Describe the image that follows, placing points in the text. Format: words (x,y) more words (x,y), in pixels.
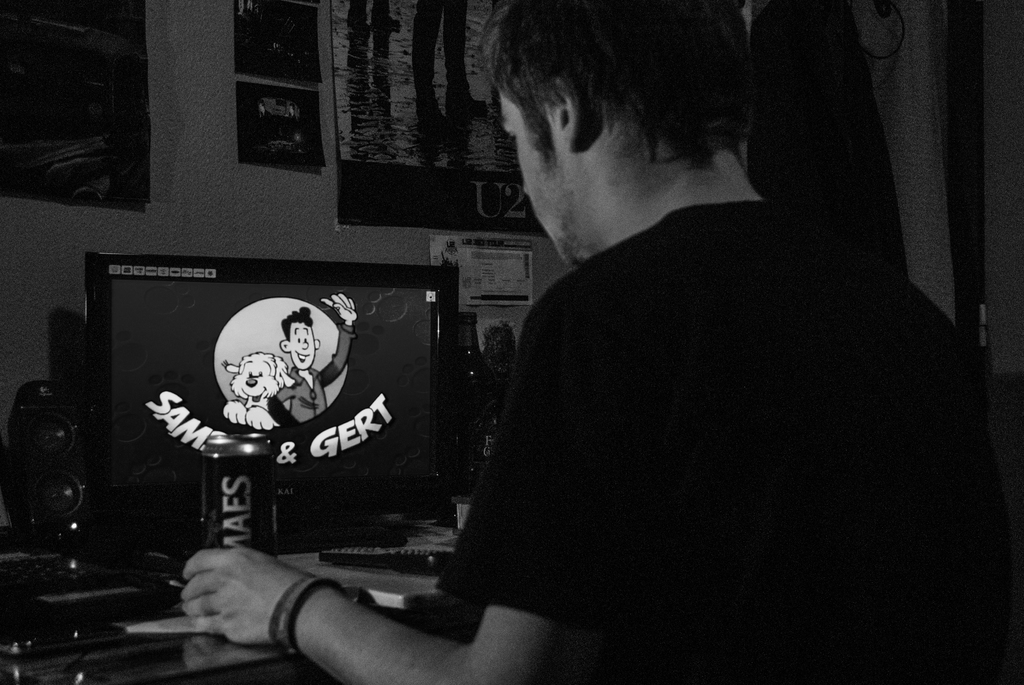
In this image I can see a man (458,567) in the front (588,282) and on the left side (180,473) I can see a monitor (179,357), a speaker (69,400), a keyboard (368,548) and few other things (387,596). I can also see he is holding a can (241,470) and behind the monitor (227,292) I can see few posters (89,168) on the wall (230,221). I can also see this image is black and white in colour.
